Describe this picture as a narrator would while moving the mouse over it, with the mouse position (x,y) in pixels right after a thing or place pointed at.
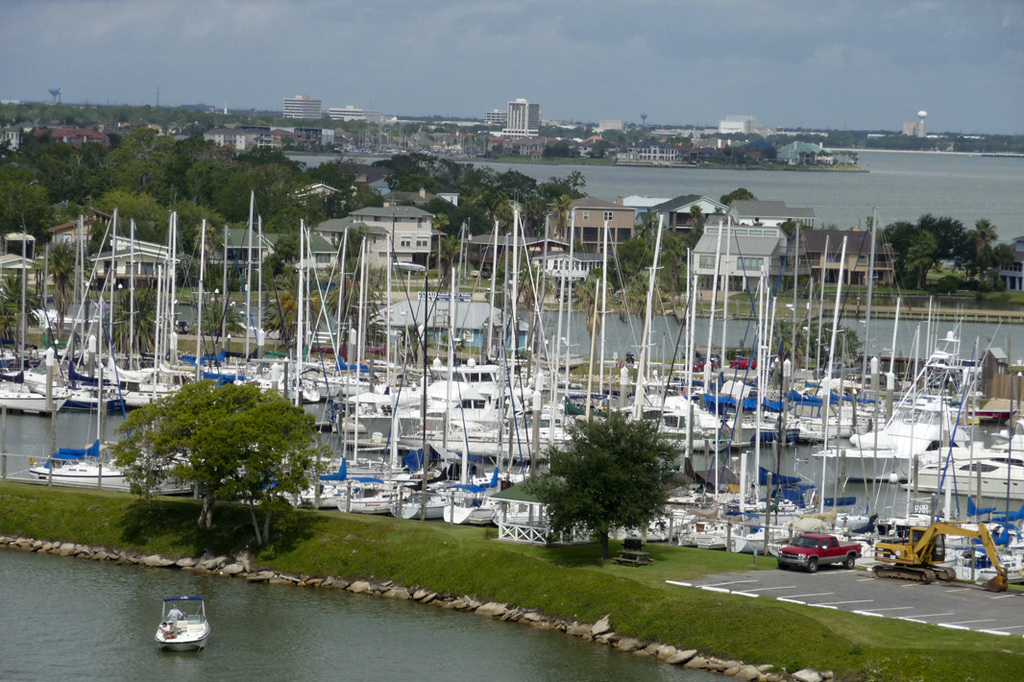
In this image we can see few boats (184,633) on the water (431,652), there are vehicles (910,552) on the road (792,581), there are few trees (572,501), buildings (466,343) and the sky (466,60) in the background (440,64).
